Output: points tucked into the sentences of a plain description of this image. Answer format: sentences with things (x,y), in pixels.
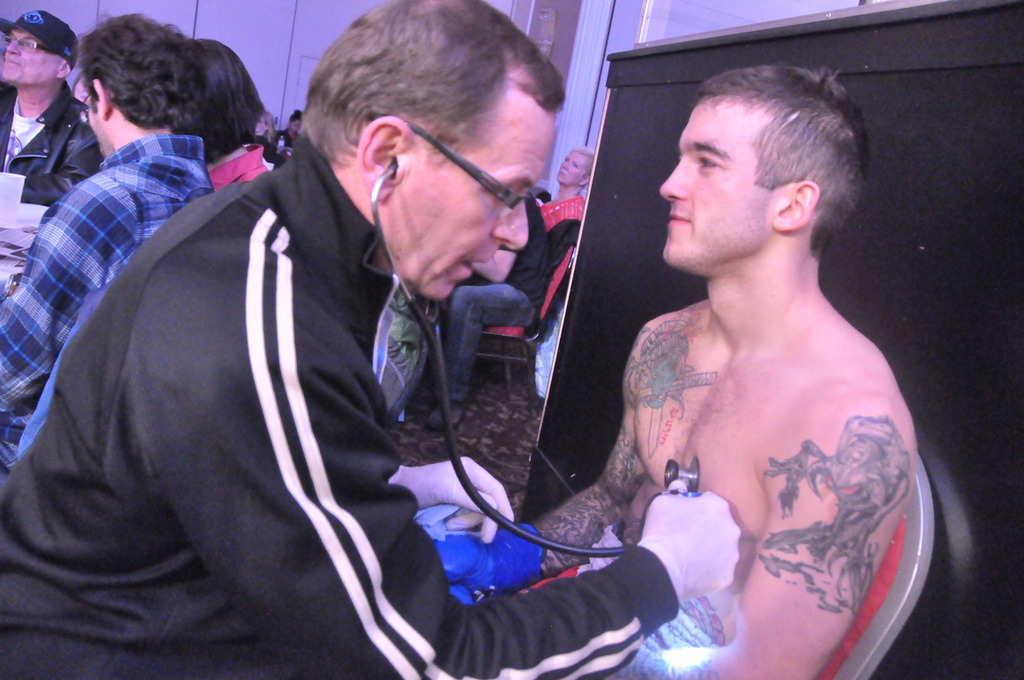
In this image, there are a few people (452,622). We can see the ground (489,414). We can see some people (36,182) on the left (46,157). We can also see a black colored object (826,46) on the right (1019,249). We can see the wall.
